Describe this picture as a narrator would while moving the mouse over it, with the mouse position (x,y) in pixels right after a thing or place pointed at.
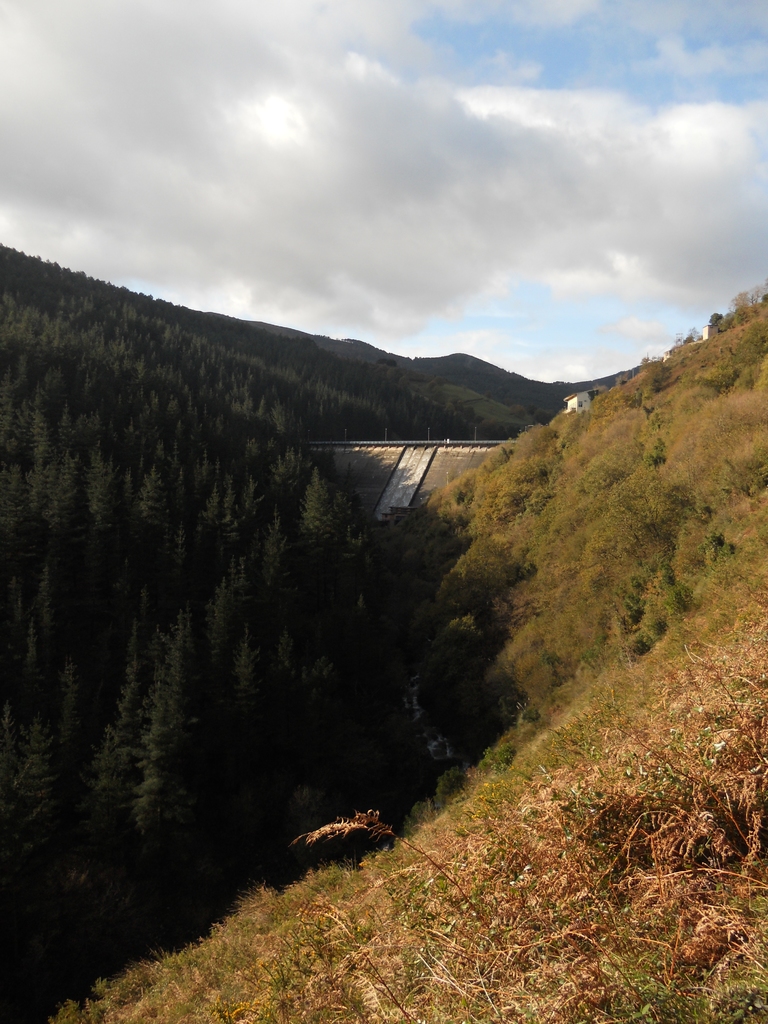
This is an outside view. At the bottom of the image (318,723) I can see many trees (356,784) and hills (691,453). In the middle of the image (402,471) there is a bridge (406,463) and I can see a house (576,402). At the top of the image (532,117) I can see the sky (474,50) and clouds (232,107).
